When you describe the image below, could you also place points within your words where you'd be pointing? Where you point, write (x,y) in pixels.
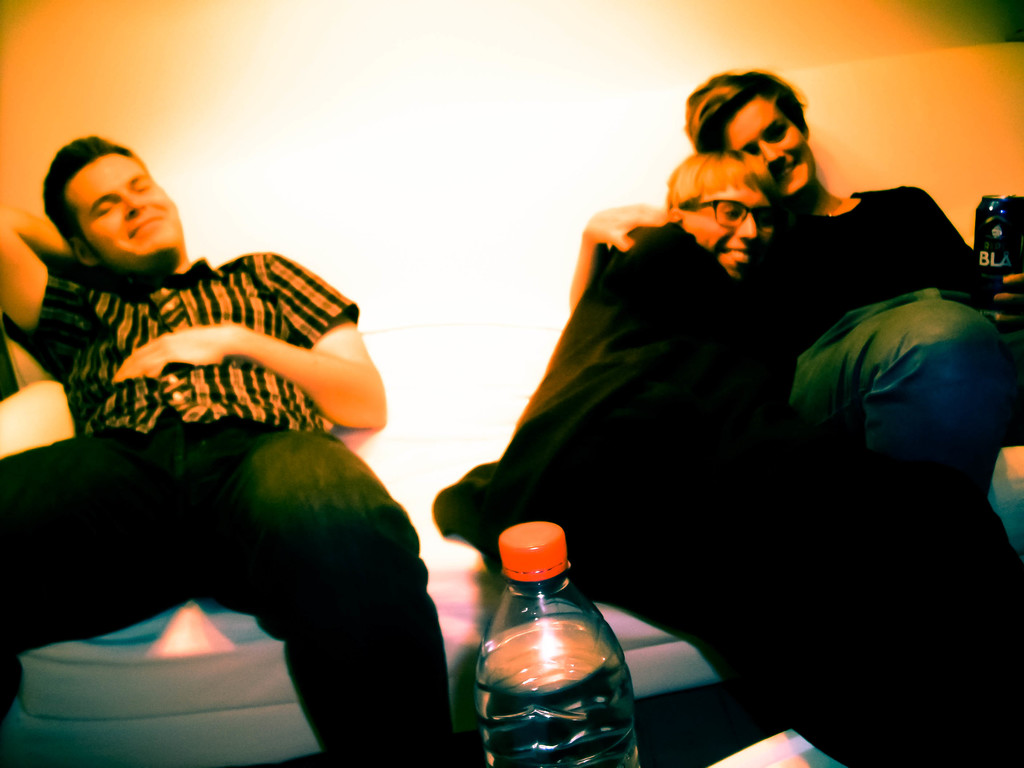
In this picture we have three people (880,347) sitting on the sofa (447,368) and among them one sitting one is holding the tin (980,295) and sitting in front of the table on which there is a bottle (566,683).
